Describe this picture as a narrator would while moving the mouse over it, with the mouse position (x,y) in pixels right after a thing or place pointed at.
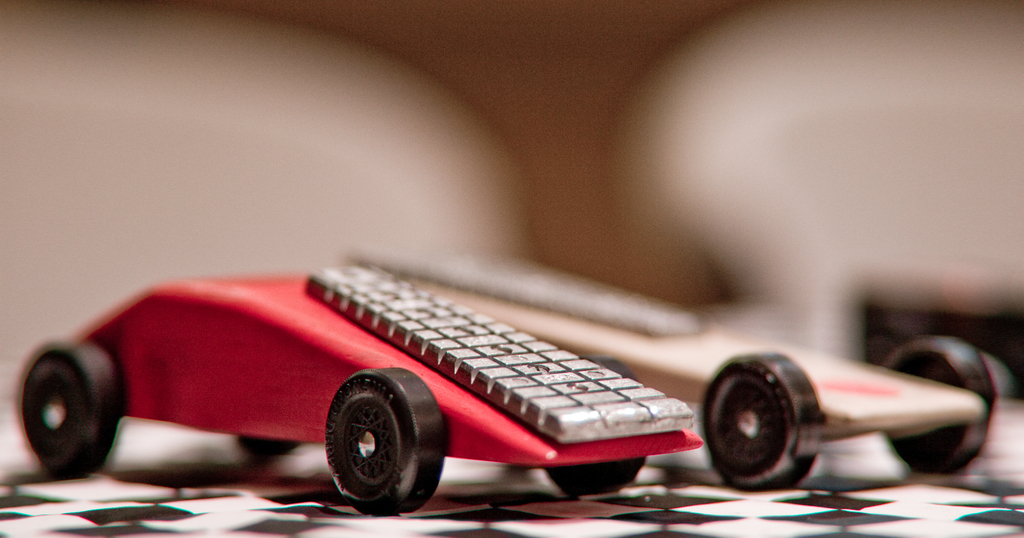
In this image we can see two toys (278,353) with wheels (441,428) are placed on the surface (734,507).
